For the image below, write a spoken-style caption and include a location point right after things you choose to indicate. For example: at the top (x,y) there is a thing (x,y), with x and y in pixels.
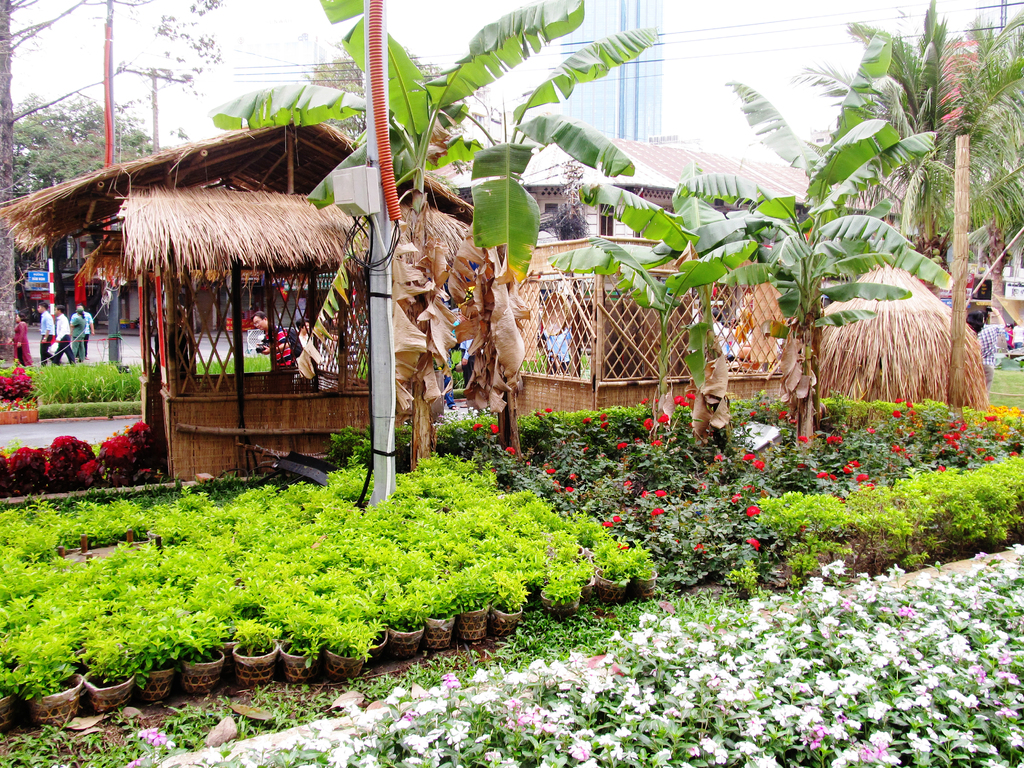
In this picture I can see there are few small plants (605,566) with flowers (721,455) and there are a few people (56,311) standing at the left side (60,342), there are few trees (401,328), electric poles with wires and there are few buildings (74,302) in the backdrop (73,289) and the sky (144,51) is clear.
